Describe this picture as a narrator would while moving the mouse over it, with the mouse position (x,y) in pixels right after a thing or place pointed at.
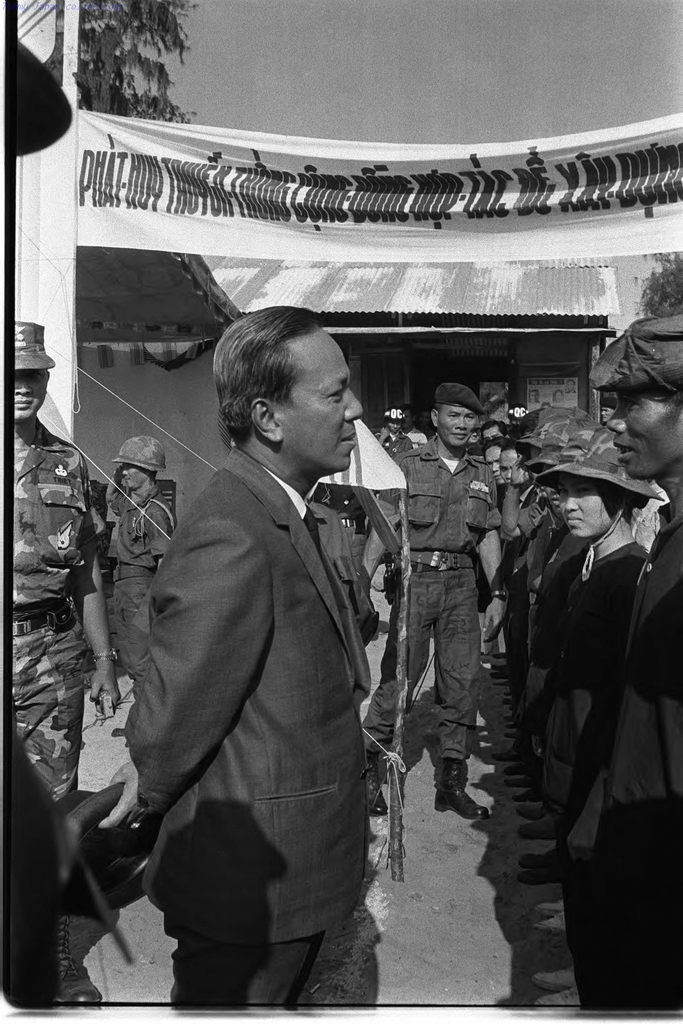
In this image I can see number of people (278,505) are standing. I can see most of them are wearing uniforms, caps (651,377) and over there I can see one of them is wearing a helmet (142,466). I can also few trees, a banner (276,146) and on it I can see something is written. I can also see this image is black and white in colour.
